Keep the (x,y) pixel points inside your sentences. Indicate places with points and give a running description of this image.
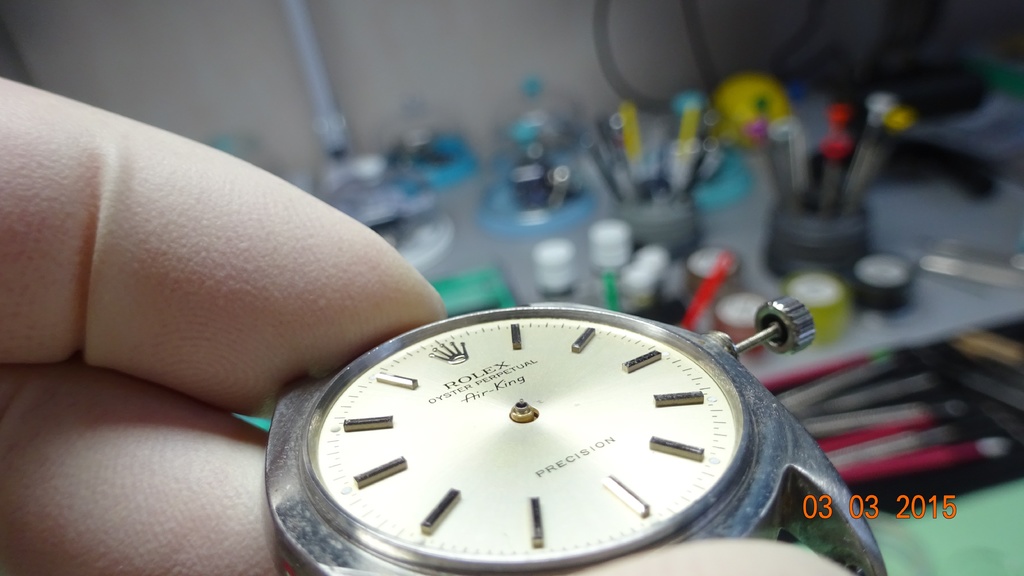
In this image I can see the person (236,319) holding the watch (422,456) and I can see the dial (587,478) in white color and I can see the blurred background (252,419).
